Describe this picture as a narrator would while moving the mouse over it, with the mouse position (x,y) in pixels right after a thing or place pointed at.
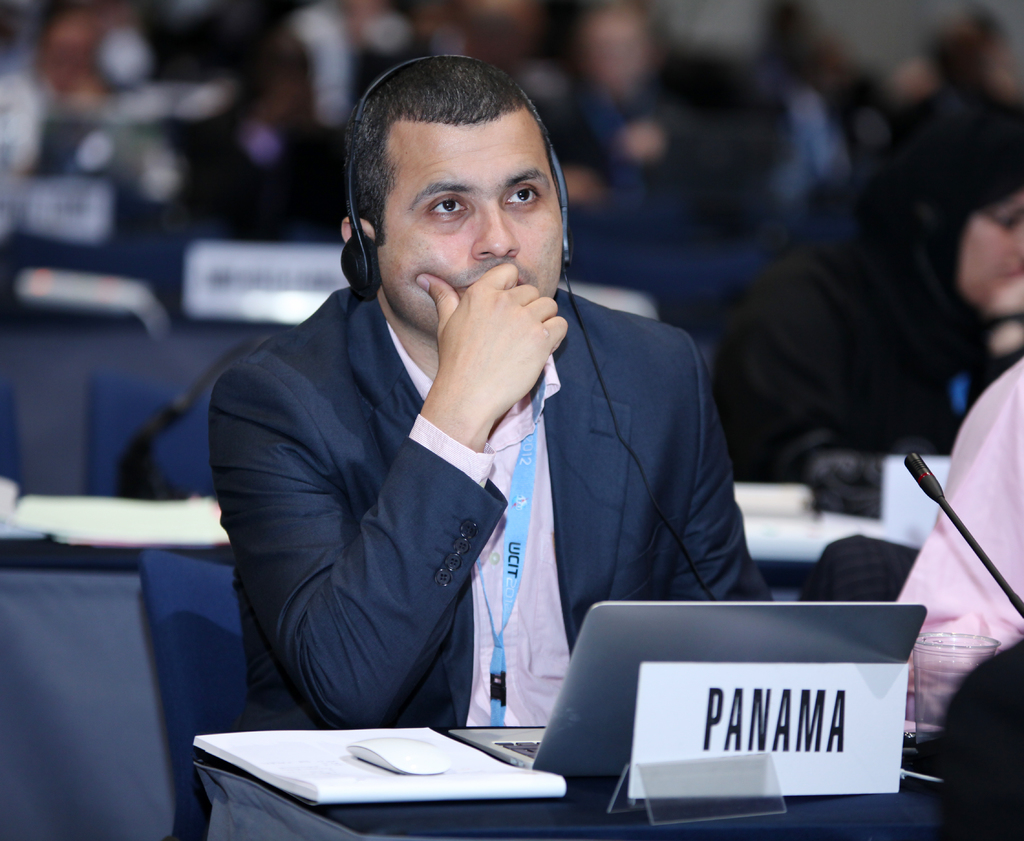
In this image I can see there is a person (425,432) sitting on the chair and wearing Id card (488,614). And in front of him there is a table (253,784). And on the table (422,804) there is a cloth (584,794), laptop (591,724), Book (259,767), mic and board (786,743) with text (777,713). And at the back (237,90) it looks like a blur.
